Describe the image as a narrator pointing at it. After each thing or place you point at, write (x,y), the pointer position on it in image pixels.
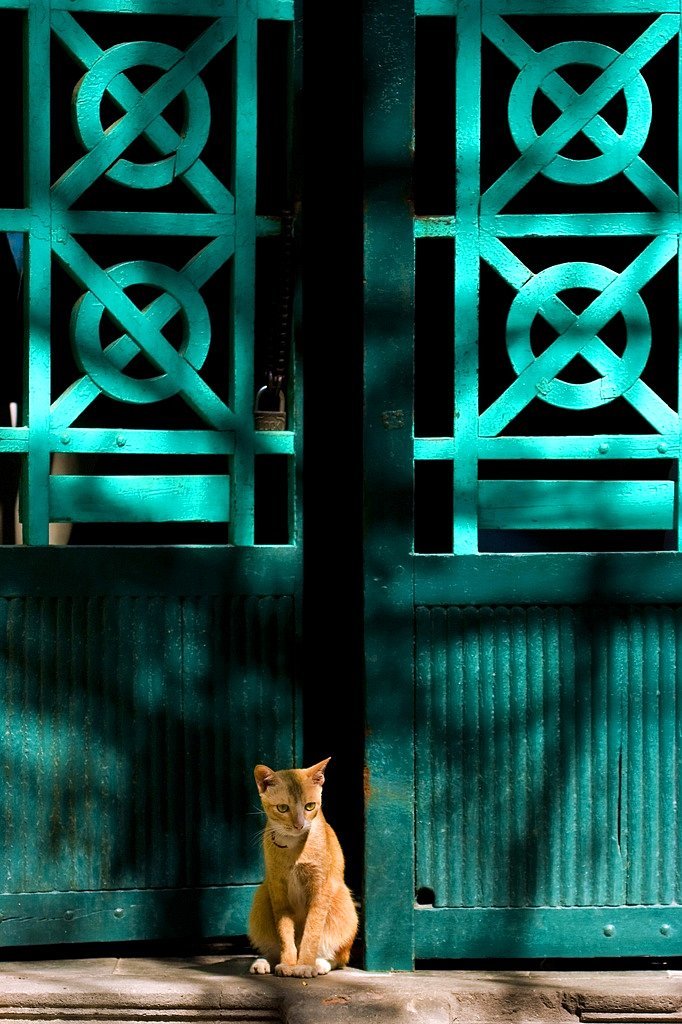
In the center of the image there is a cat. Behind the cat (270,791) there is a gate (298,350) with a lock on it.
